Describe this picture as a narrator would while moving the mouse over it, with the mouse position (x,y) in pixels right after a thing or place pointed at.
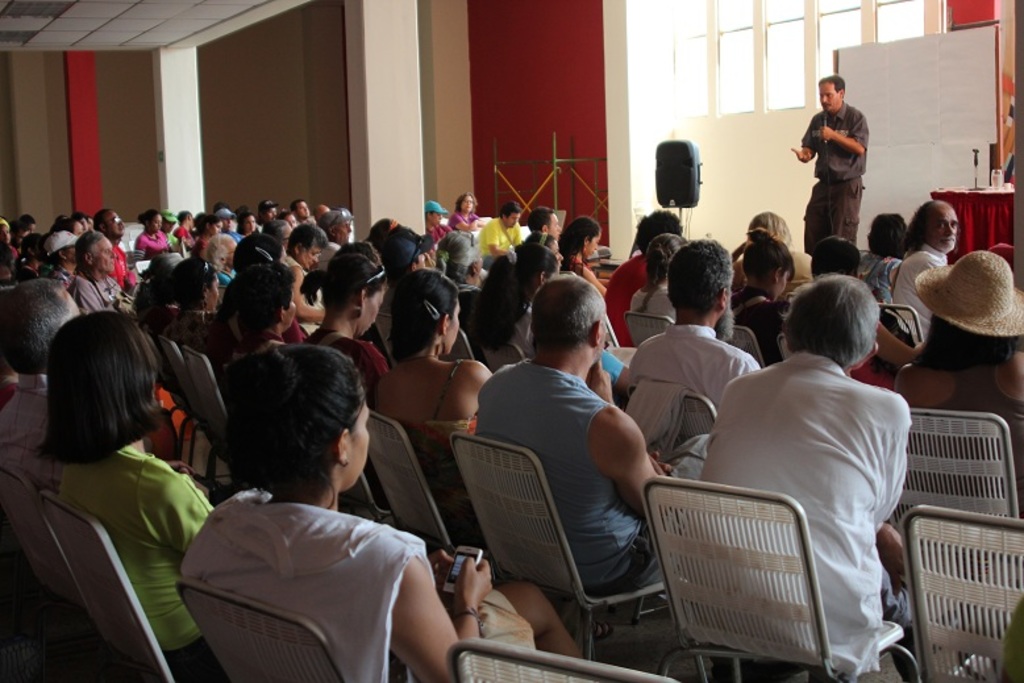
In this picture we can see a group of people (302,393) are sitting on the chairs (985,590). At the bottom of the image (366,617) we can see a lady (410,613) is holding a mobile (453,571). In the background of the image (311,169) we can see the wall (585,29), pillars (373,38), rods (558,174), windows (741,76), speaker (693,181), board (900,124), table (974,196) and a man (857,144) is standing and holding a mic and talking. On the table (962,203) we can see a cloth (987,204), glass (991,179) and some other objects (977,184). In the top left corner (154,42) we can see the roof (132,8).
